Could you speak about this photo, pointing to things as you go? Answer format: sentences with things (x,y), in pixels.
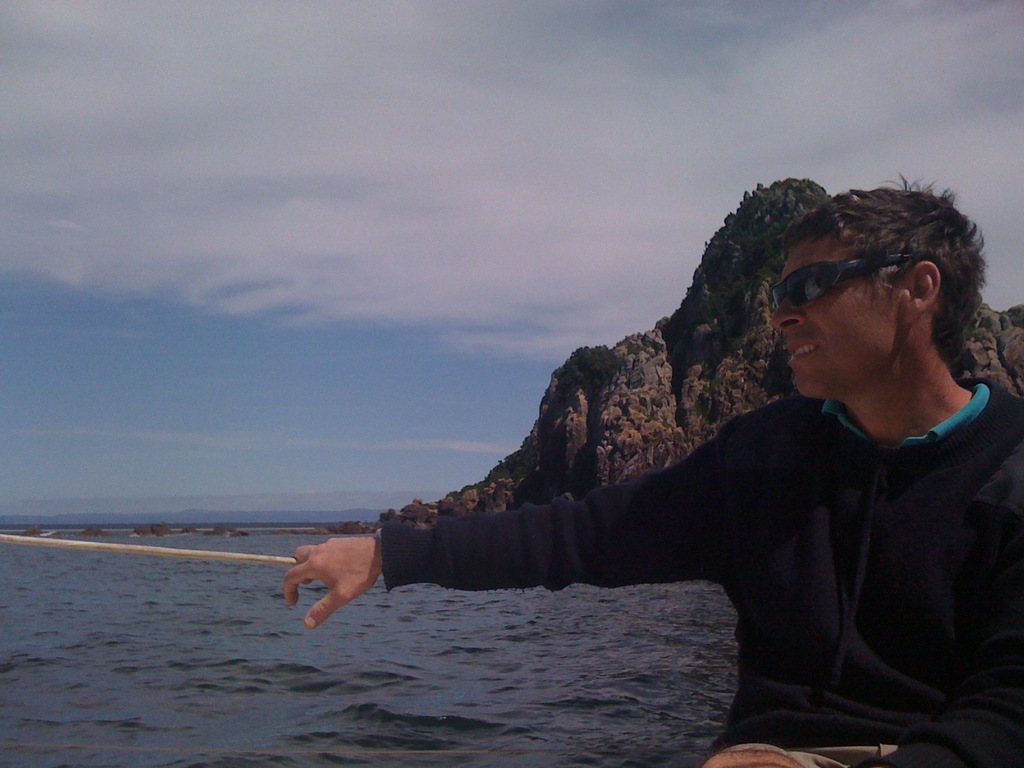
A man (386,528) is wearing clothes (727,463) and goggles (820,289), this is mountain (668,422), this is water (321,653) and a sky (533,163), this is rope (202,556).
